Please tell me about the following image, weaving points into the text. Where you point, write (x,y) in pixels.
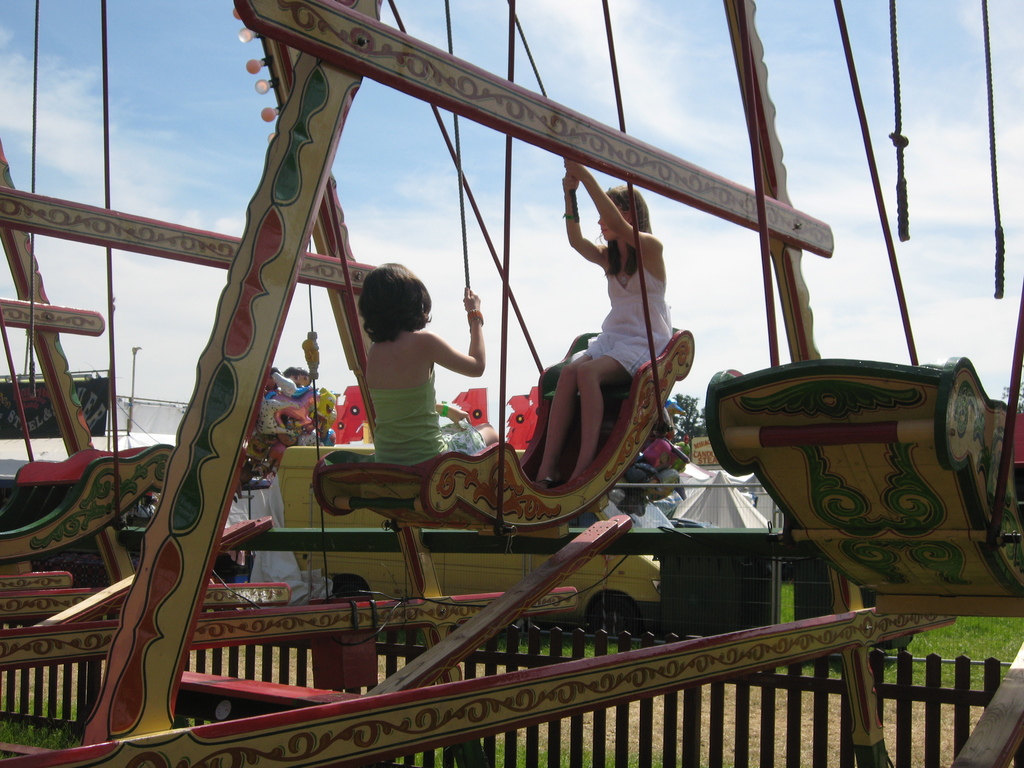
In this picture we can see the fun rides (771,302) and some persons (583,361). In the background of the image (700,462) we can see a board (716,461), trees (697,433). At the bottom of the image (778,735) we can see the grass (815,743) and ground (732,764). At the top of the image (235,64) we can see the clouds (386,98) are present in the sky (558,285).
